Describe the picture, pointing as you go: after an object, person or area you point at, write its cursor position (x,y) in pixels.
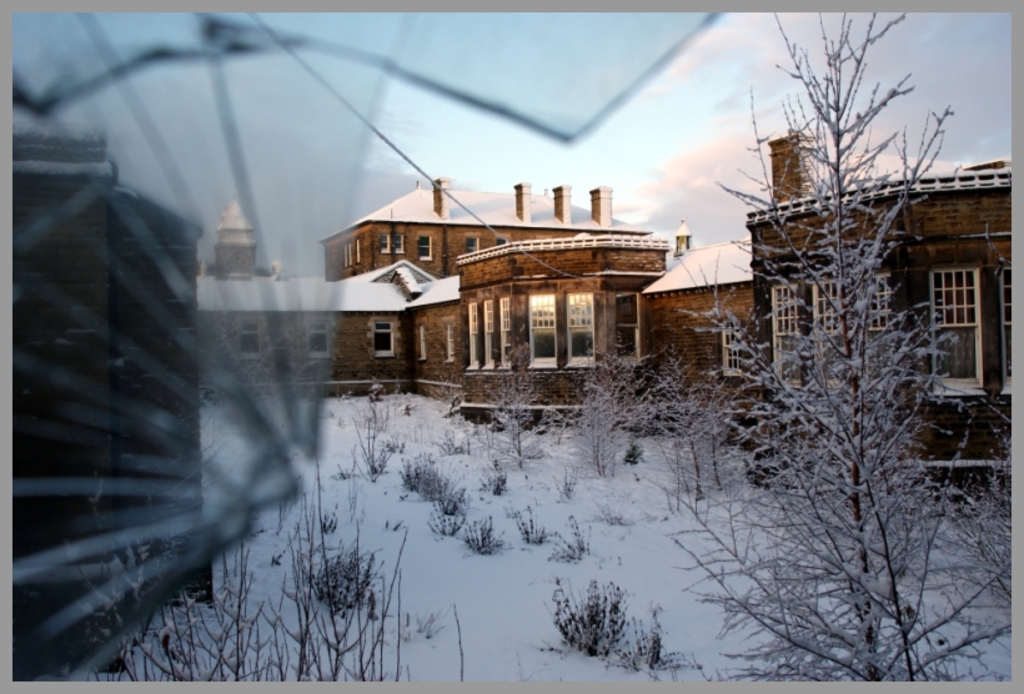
This image consists of a house (418,337) along with windows (568,340). At the top (431,221), there is snow (363,289) on the roof (619,248). At the bottom (625,584), there is snow (467,568) along with plants (456,450) on the ground (449,483).
